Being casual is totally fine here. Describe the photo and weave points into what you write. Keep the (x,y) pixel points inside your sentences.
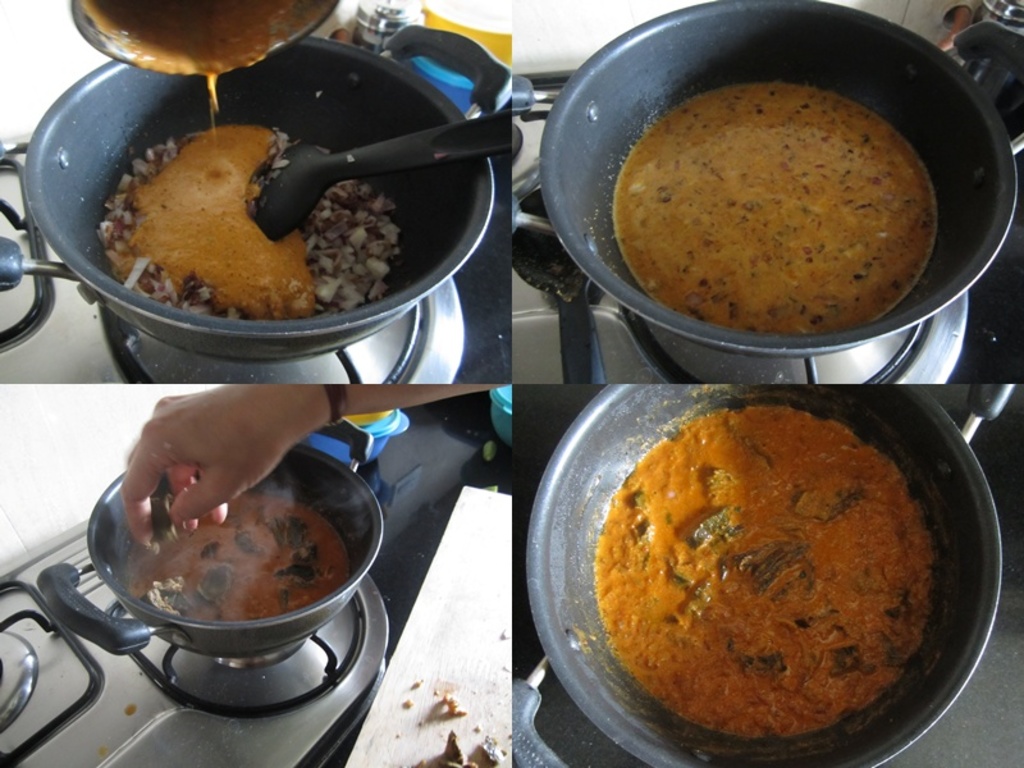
This is an image with collage. In this we can see four pictures (462,416) containing some food (663,523) in the bowls (747,411) which are placed on the stove (376,365) with a spoon (271,234) in it.
